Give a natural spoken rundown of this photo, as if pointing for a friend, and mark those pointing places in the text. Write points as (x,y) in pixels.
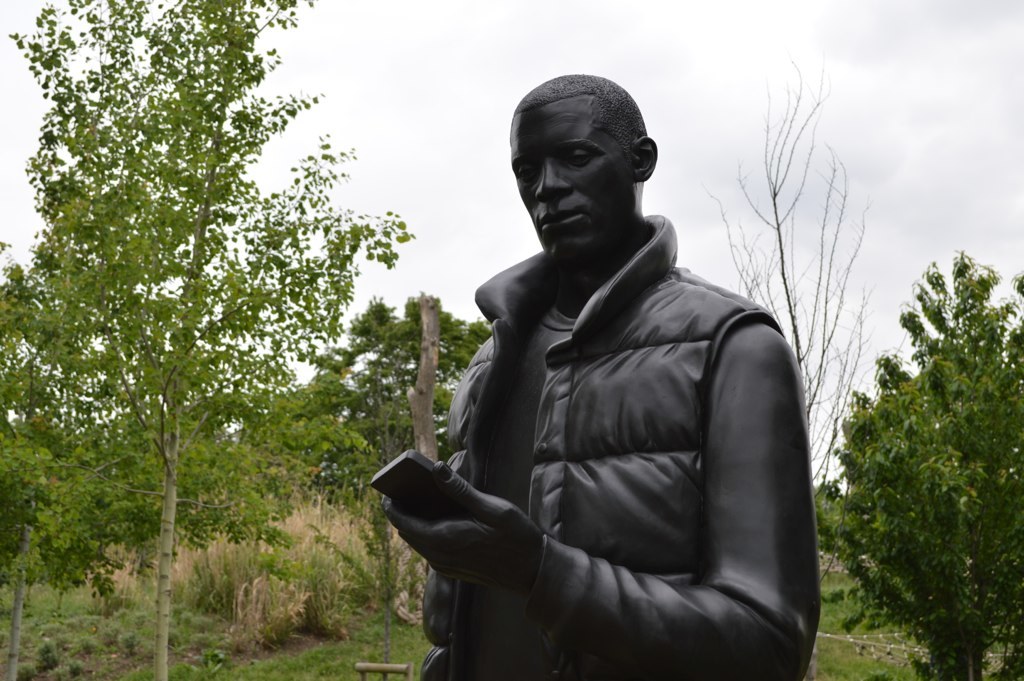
In this picture we can see a statue (521,642) in the front (552,581), in the background (867,518) there are some trees (943,470), we can see the sky (781,132) at the top of the picture (763,69).
